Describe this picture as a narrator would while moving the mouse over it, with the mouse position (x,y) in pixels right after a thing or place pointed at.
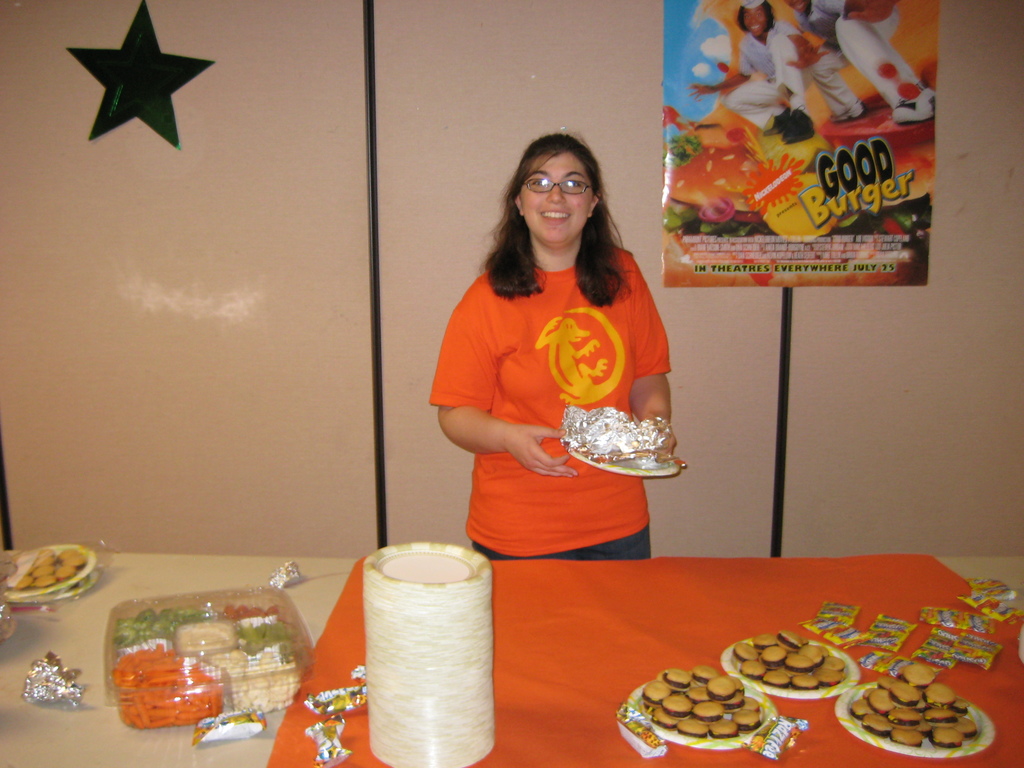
In this image we can see some food items (700,680) which are in plates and there are some plates (450,546) and at the background of the image (574,315) there is a person (591,380) wearing orange color T-shirt (608,492) holding plate (658,469) in her hands (515,441), there are some paintings (136,87) attached to the wall (166,170).
